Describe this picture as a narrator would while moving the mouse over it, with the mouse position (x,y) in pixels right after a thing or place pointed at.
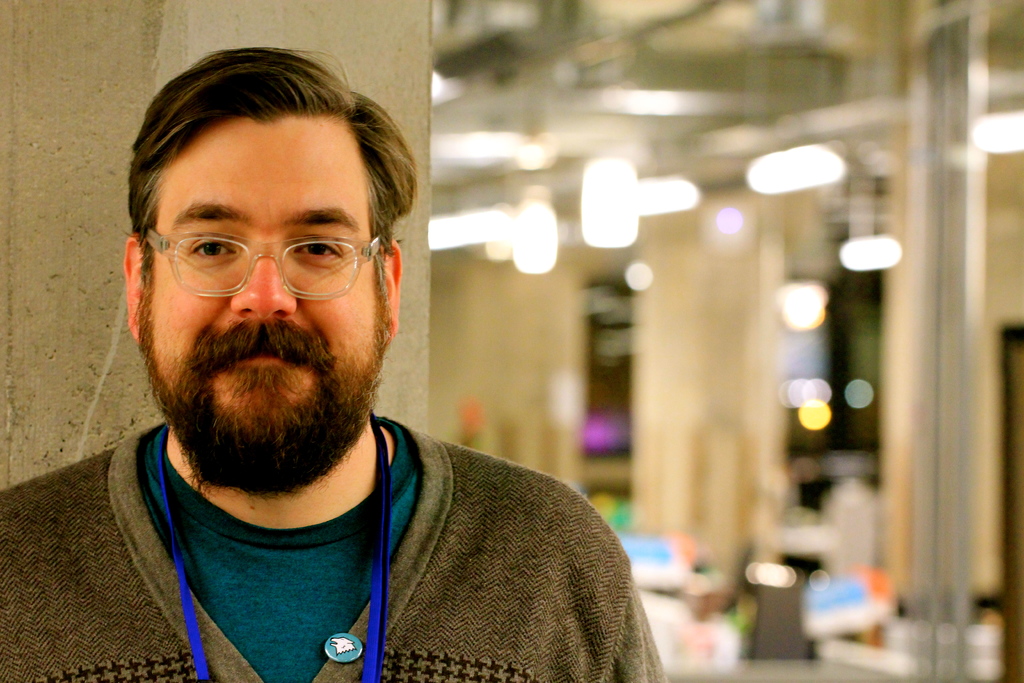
In the front of the image (372,346) I can see a person (373,389) wore spectacles (285,277). In the background of the image (708,502) it is blurry and there are lights (468,220).
